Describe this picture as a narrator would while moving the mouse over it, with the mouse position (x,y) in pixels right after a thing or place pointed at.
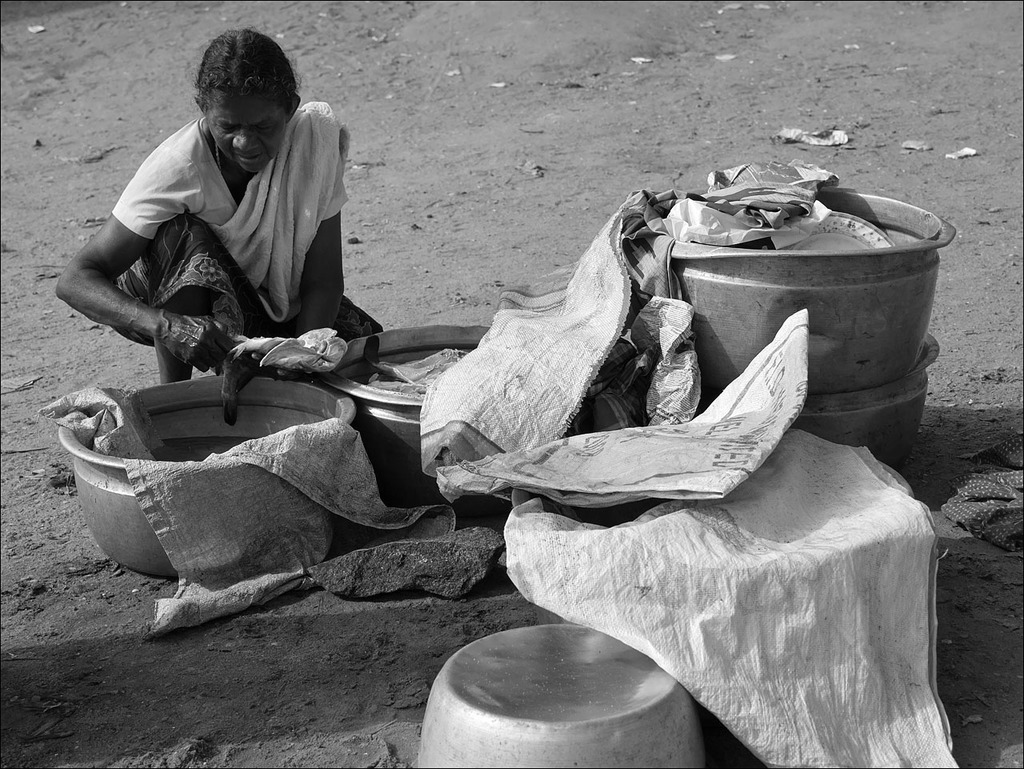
This image looks like black and white. In this image there is a woman (232,219) sitting on the ground (771,97), in front of her there are some dishes (598,695) covered with bag (530,353).
